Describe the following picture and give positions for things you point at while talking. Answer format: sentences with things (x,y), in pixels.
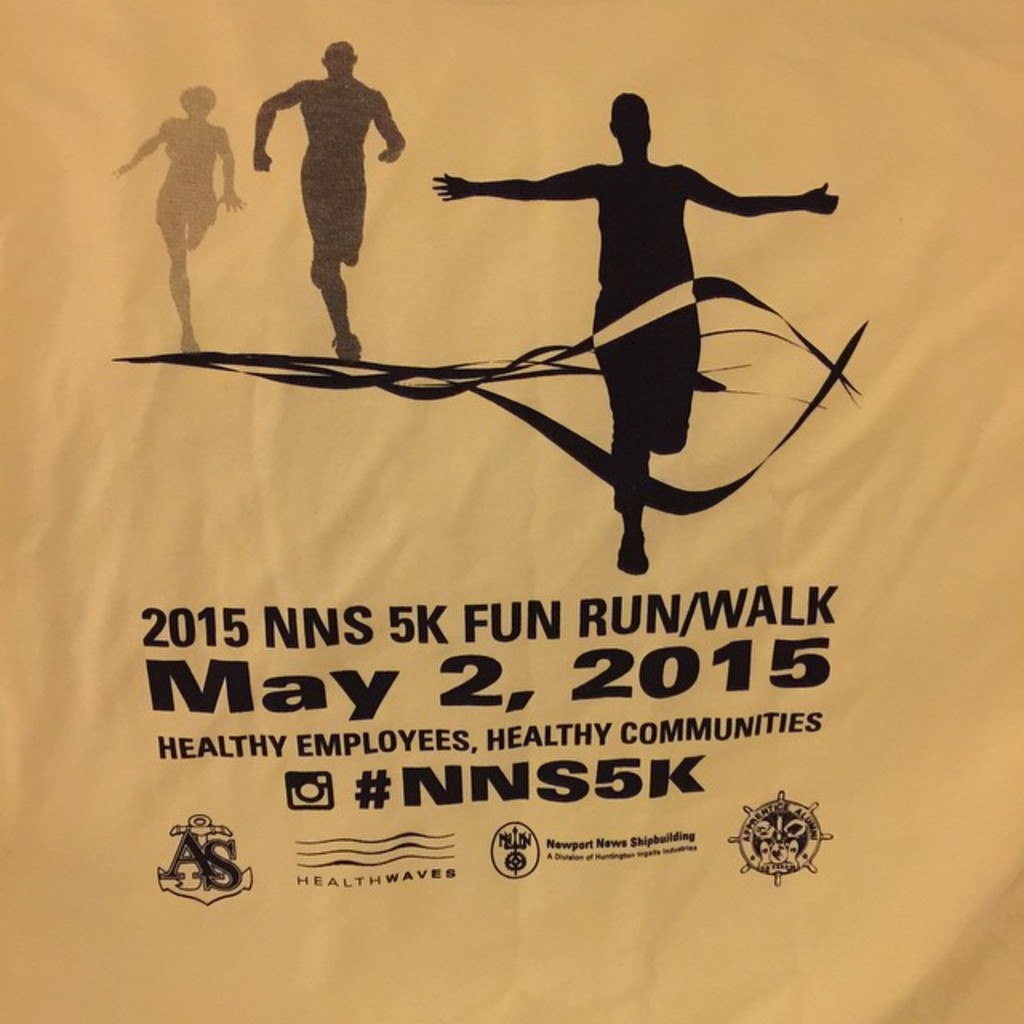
In this picture I can see there is a painting (203,366) on the cloth (721,419) and there are a few people (633,463) running in the backdrop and there is something written at the bottom of the image (654,686).
